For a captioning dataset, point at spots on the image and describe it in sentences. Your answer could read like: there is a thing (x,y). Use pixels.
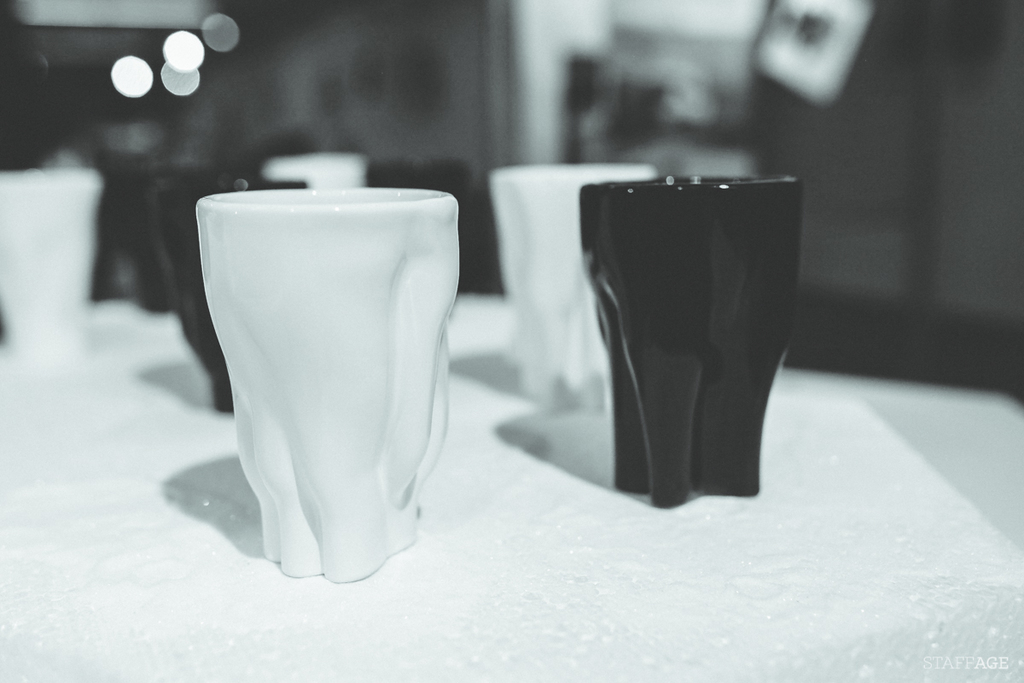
This is a black and white picture. On the table (453,581) there are cups (395,347), the cups (261,314) are in black and white color. Behind the cups (348,325) is in grey.
